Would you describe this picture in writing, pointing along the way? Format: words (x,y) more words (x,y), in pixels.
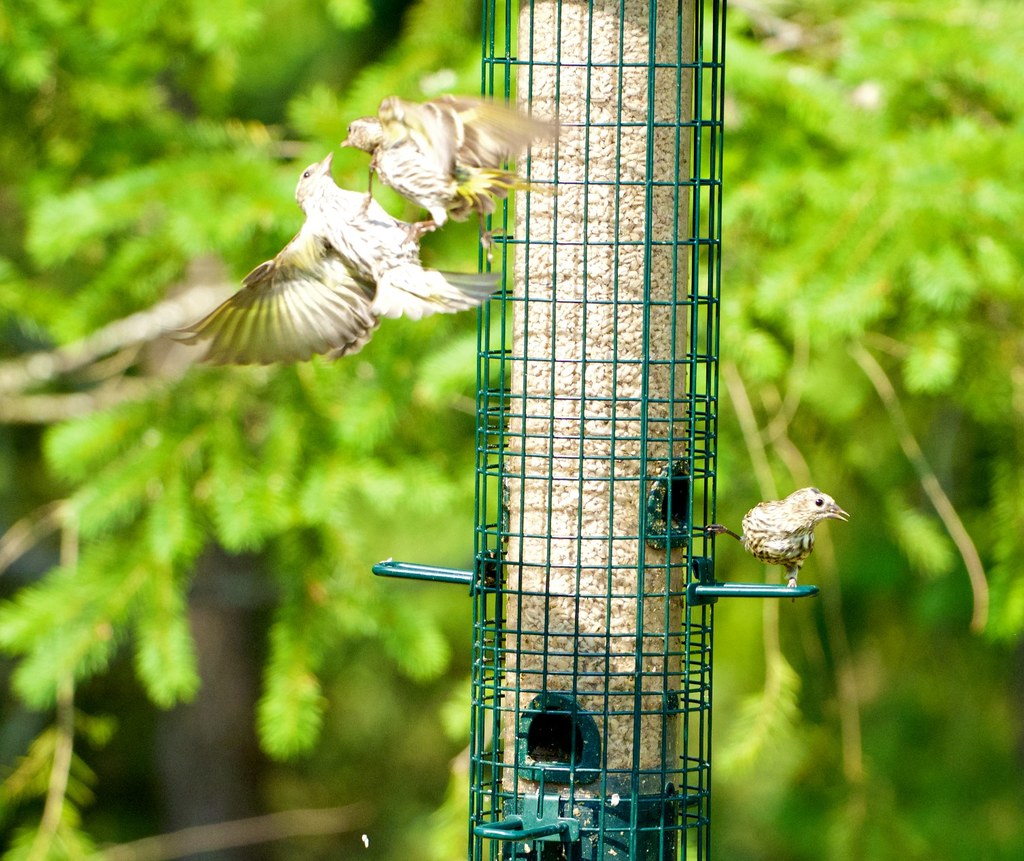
In the foreground of this image (720,533), there is a bird (803,539) on the bird feeding station (758,592) and other two birds (408,172) are in the air (398,208). In the background (243,104), there is the greenery (244,137).
